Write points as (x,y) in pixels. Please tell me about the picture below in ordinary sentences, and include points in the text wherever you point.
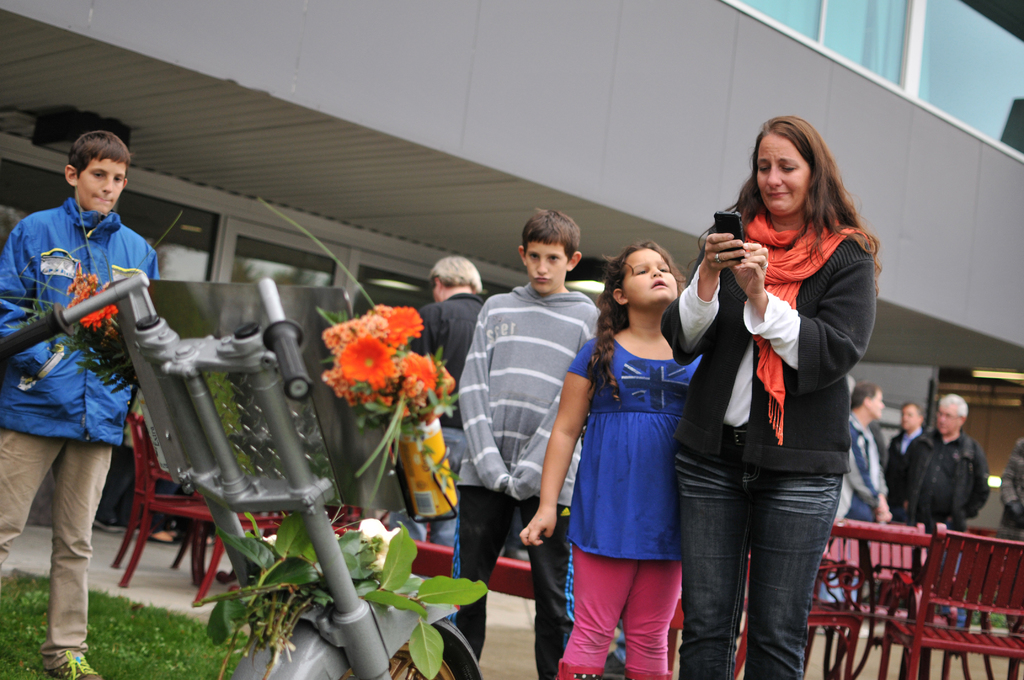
In the picture I can see a person (74,385) wearing blue jacket (57,384) is standing in the left corner (17,494) and there is an object (313,506) in front of him and there are three persons (648,411) standing where one among them is holding a mobile phone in her hands (761,277) and there are few persons (875,402), chairs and some other objects (614,235) in the background (863,406).
